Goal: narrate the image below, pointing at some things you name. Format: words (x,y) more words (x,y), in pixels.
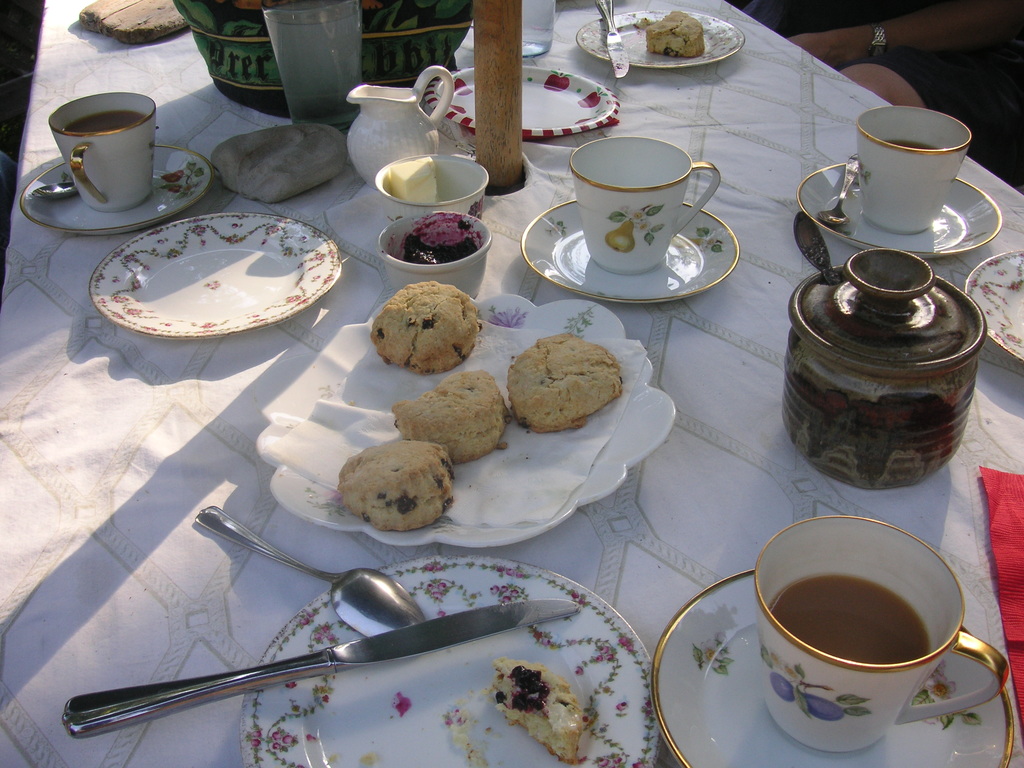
on a table (77,541) there are plates (606,767), cup (792,679), saucer (737,729), spoon (353,608), knife (332,653), cookies (420,475), butter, tissue paper (489,469). at the right (896,103) people (944,68) are sitting. on the table (16,524) there is white tablecloth (106,578).
